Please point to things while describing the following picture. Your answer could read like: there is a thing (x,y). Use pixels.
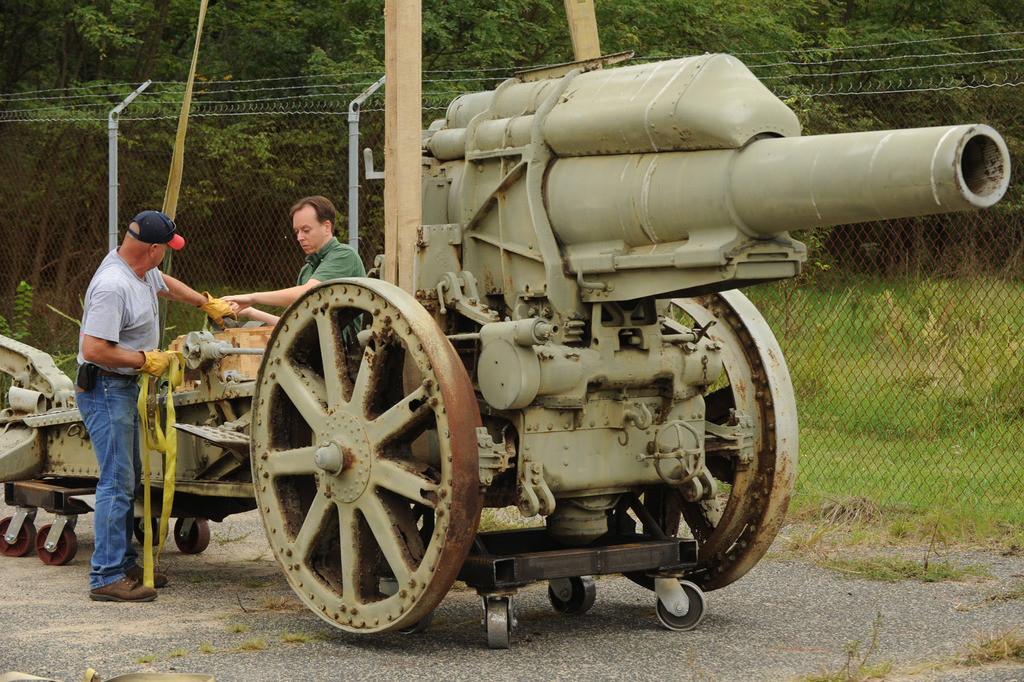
In the foreground of this image (374,400), there is a cannon (379,373) on the road (218,626) and two people (112,363) standing and holding the belt like object (148,423). In the background (253,114), there is fencing (317,137) and trees (317,63).
